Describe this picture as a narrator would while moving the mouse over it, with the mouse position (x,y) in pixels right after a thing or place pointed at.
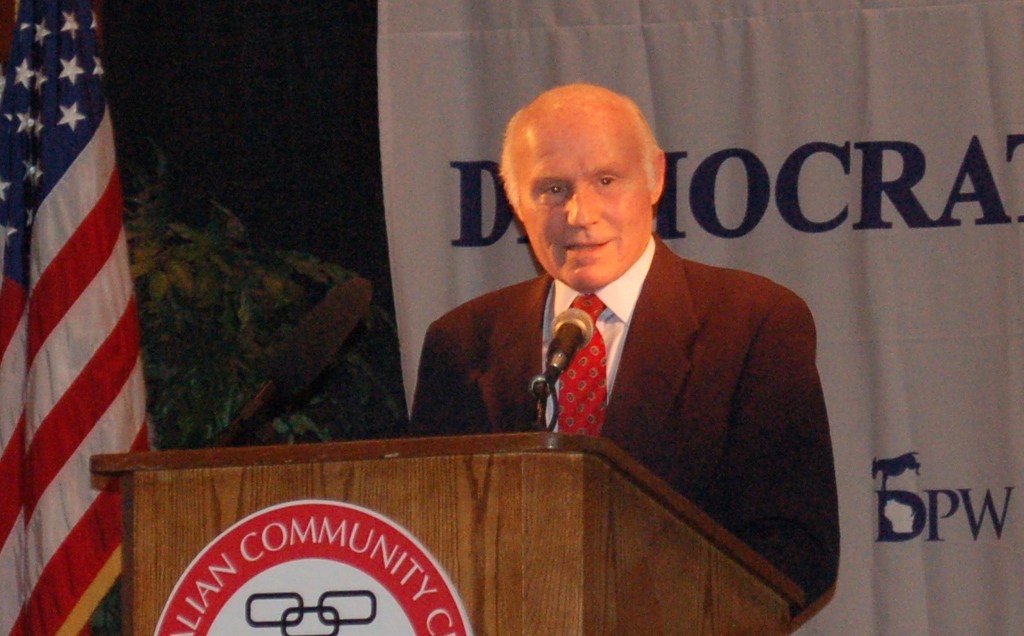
In the middle of the picture (589,233) I can see a person (630,355). In-front of that person (636,436) there is a podium (407,450) along with mic (536,376) and board (419,557). In the background (895,340) there is a banner (854,252), plant (167,327) and flag (98,346).
